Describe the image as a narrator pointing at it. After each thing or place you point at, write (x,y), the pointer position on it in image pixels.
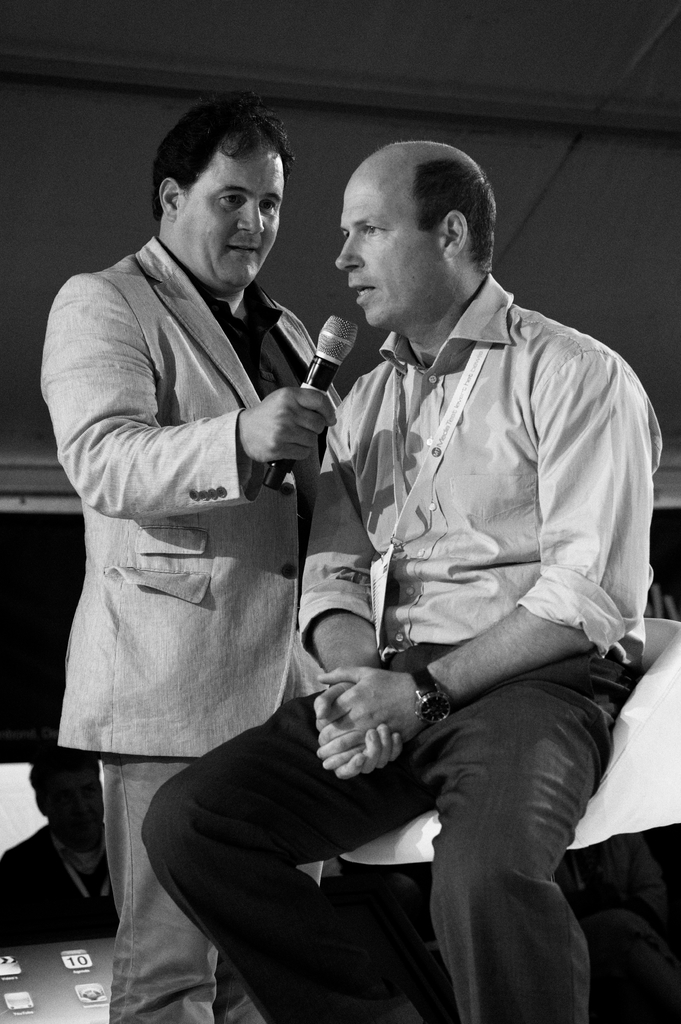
It is a black and white picture where one person (511,897) is sitting on a chair (424,829) and another person (186,646) is standing and holding a microphone (322,377), behind him there is one person (61,889) sitting watching them.
